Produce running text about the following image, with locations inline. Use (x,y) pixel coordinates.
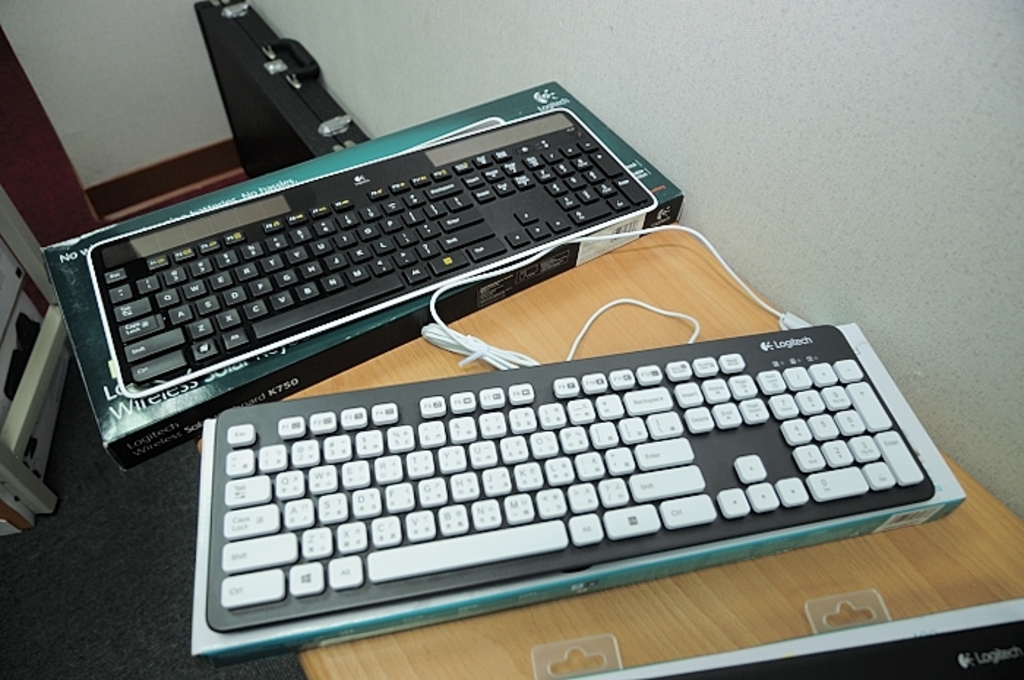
In this image I see 2 keyboards (224,424) and boxes (664,187) under that, In the background (814,104) I see a suitcase (223,52) and the wall (151,105).
